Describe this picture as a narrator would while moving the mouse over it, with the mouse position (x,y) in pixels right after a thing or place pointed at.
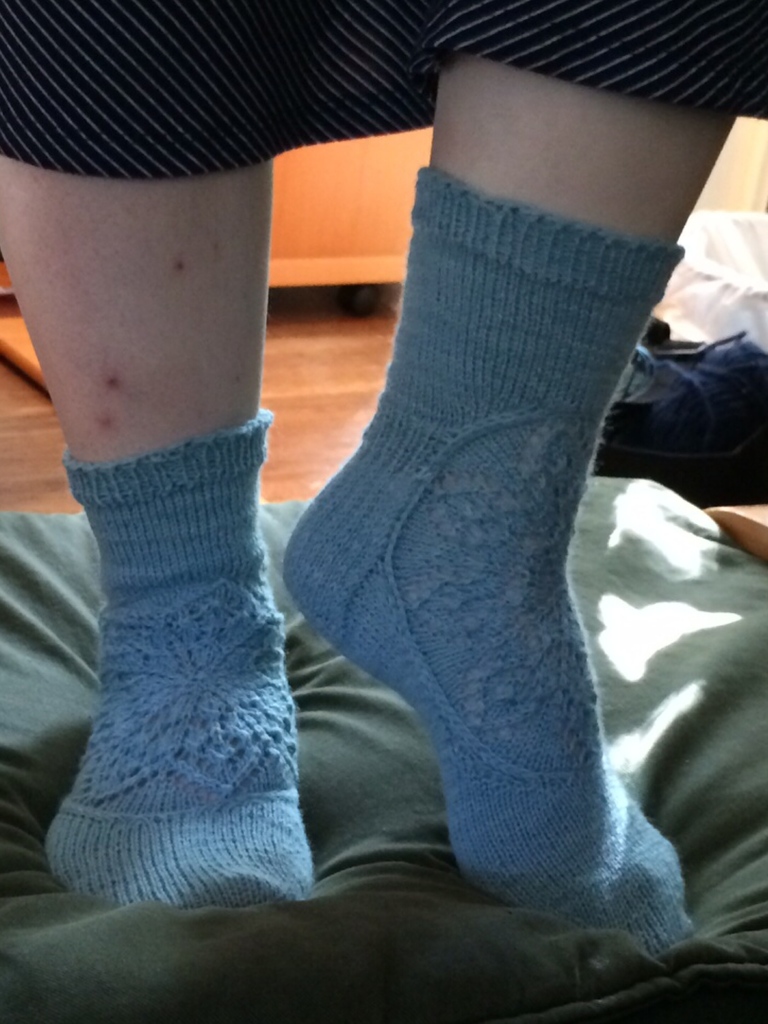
In this picture we can see a person legs (200,358) with socks (485,435) and in the background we can see clothes (619,568), floor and wooden object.
